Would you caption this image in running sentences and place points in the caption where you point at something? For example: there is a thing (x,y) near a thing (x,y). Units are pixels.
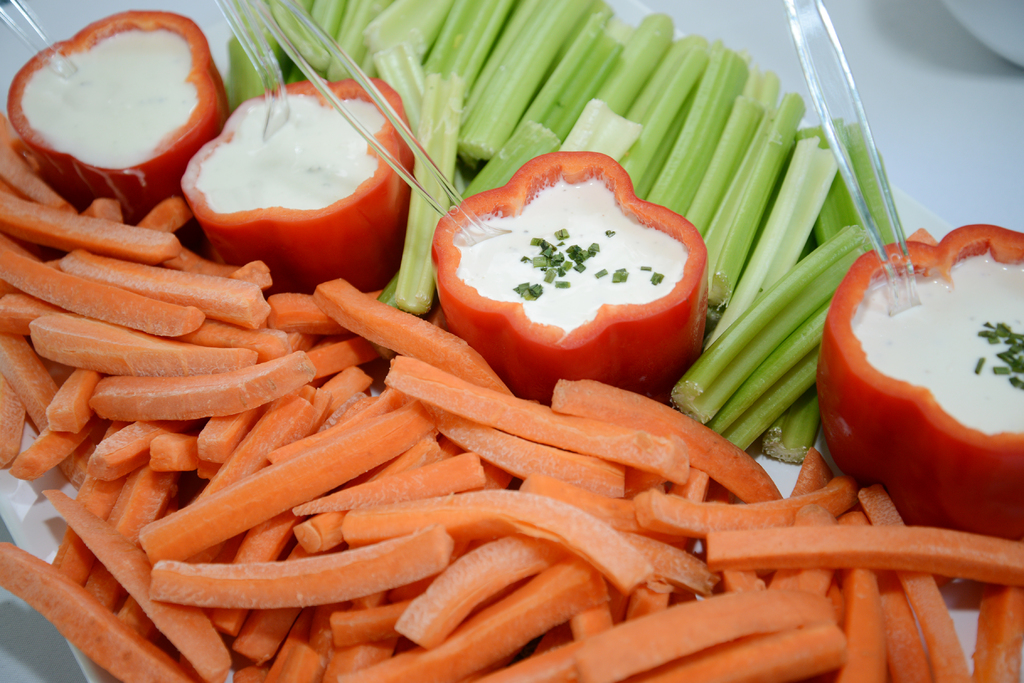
In this image there are vegetables (140,454) on the plate (925,224), there are spoons (905,255), there is an object (988,23) towards the right of the image (992,31), at the background of the image (969,52) there is an object (909,91) that looks like a table (909,62), the background of the image (867,33) is white in color.
